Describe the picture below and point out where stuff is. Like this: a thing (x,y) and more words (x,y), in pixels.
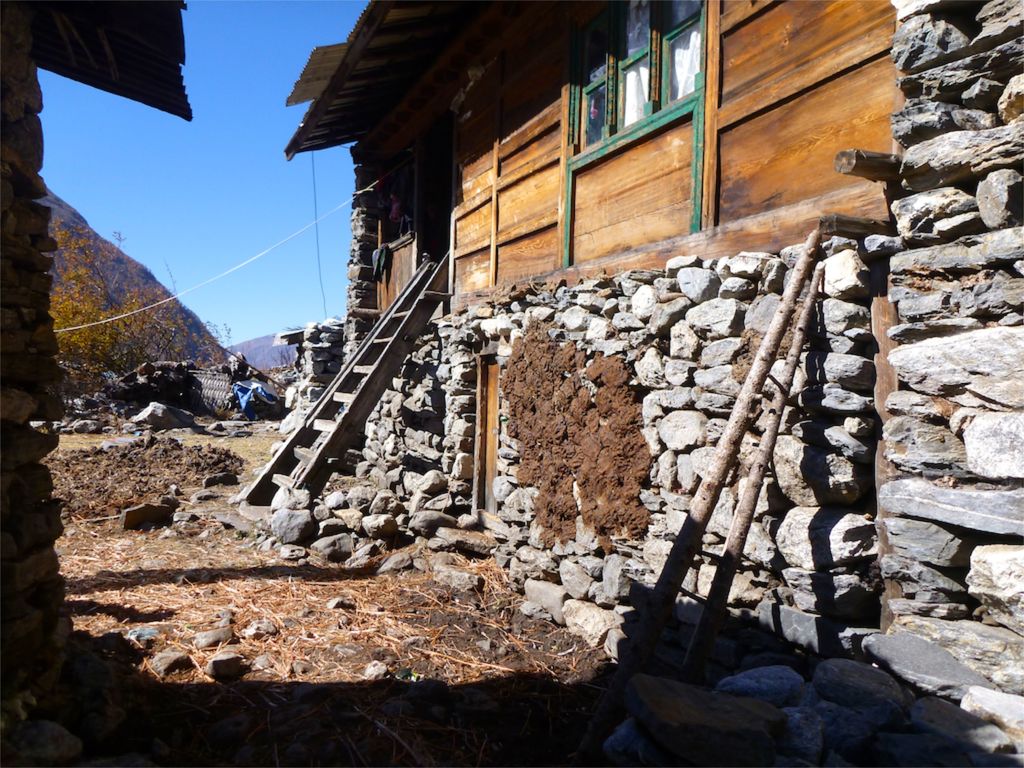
In this image we can see buildings (662,230) built with cobblestones (728,382), ladders (709,472), ground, hills (201,322), trees (129,287) and sky (186,184).
